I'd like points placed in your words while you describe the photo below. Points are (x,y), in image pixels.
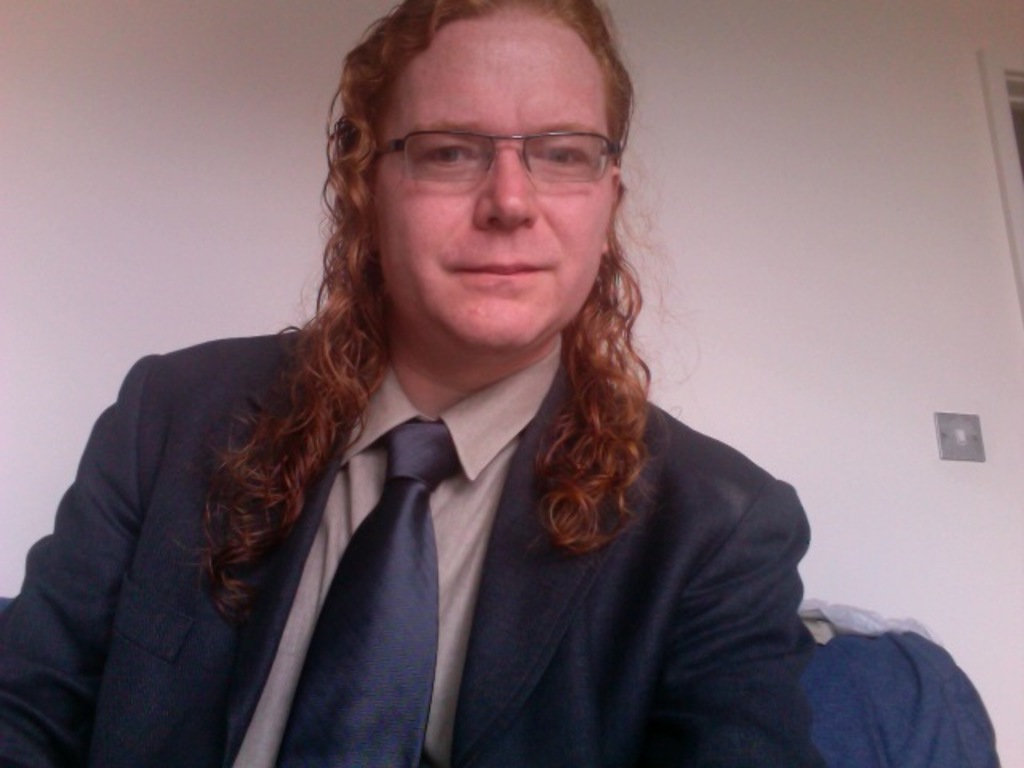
In this image, we can see a man (400,367) wearing glasses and in the background (852,631), we can see clothes (906,690).
